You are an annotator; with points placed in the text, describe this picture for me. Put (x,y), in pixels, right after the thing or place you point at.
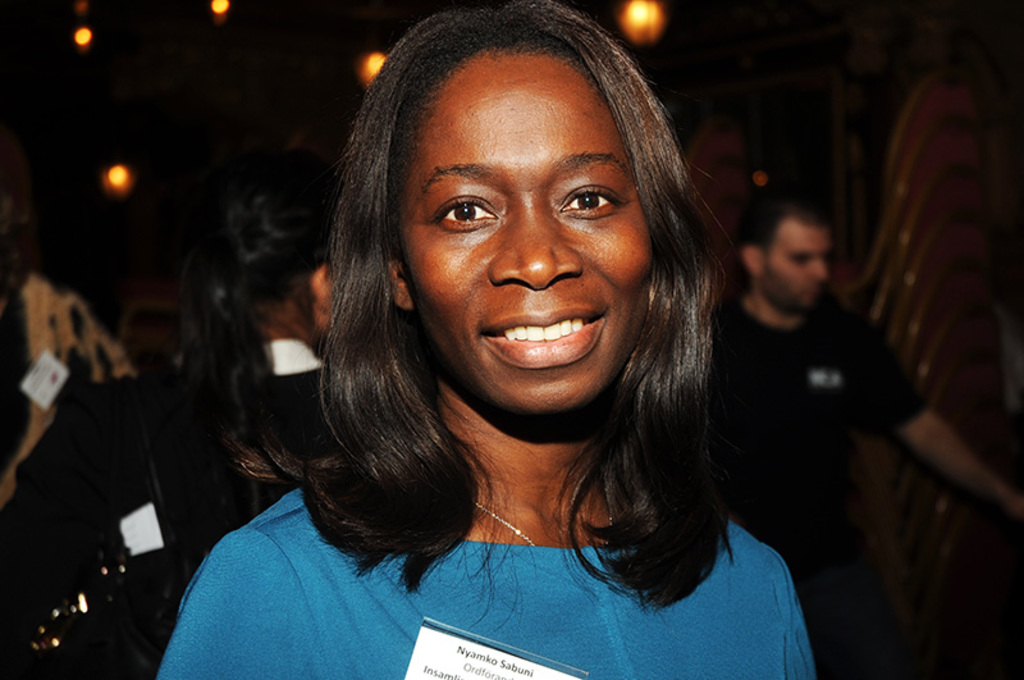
This is the picture of a lady (470,571) in blue dress (560,571) and behind there are some other people (26,479) and some lights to the roof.
